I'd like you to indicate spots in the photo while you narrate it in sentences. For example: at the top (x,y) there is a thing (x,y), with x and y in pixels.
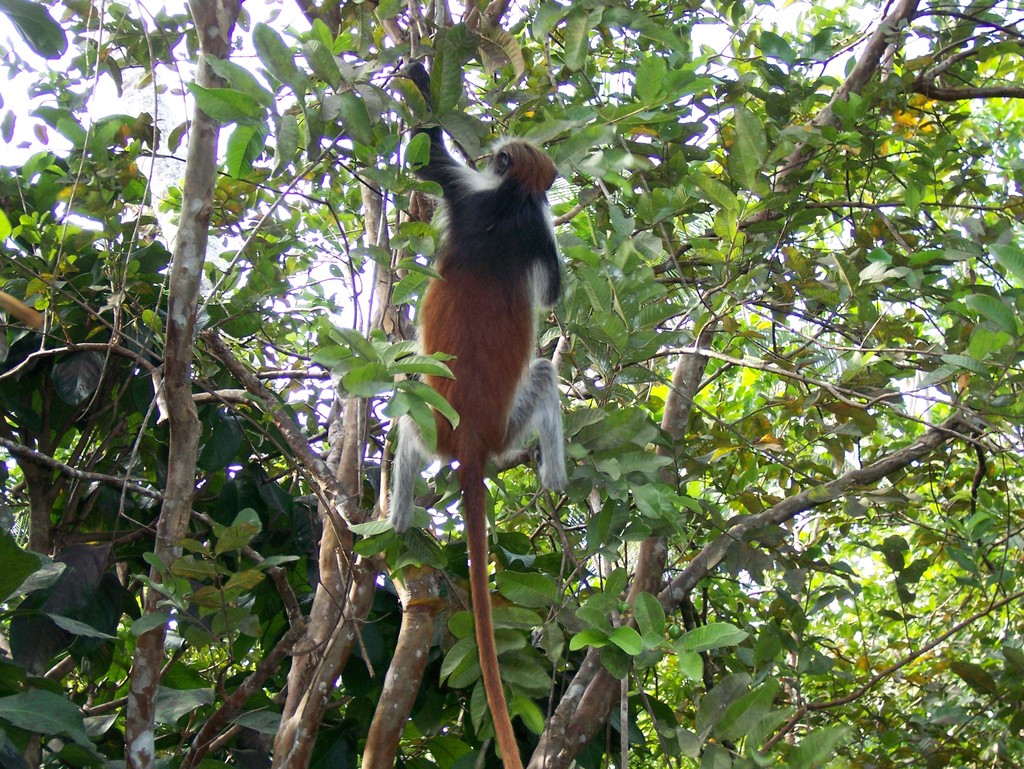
In this image we can see a monkey (516,164) on the tree (621,535), also we can see the sky (234,244).
